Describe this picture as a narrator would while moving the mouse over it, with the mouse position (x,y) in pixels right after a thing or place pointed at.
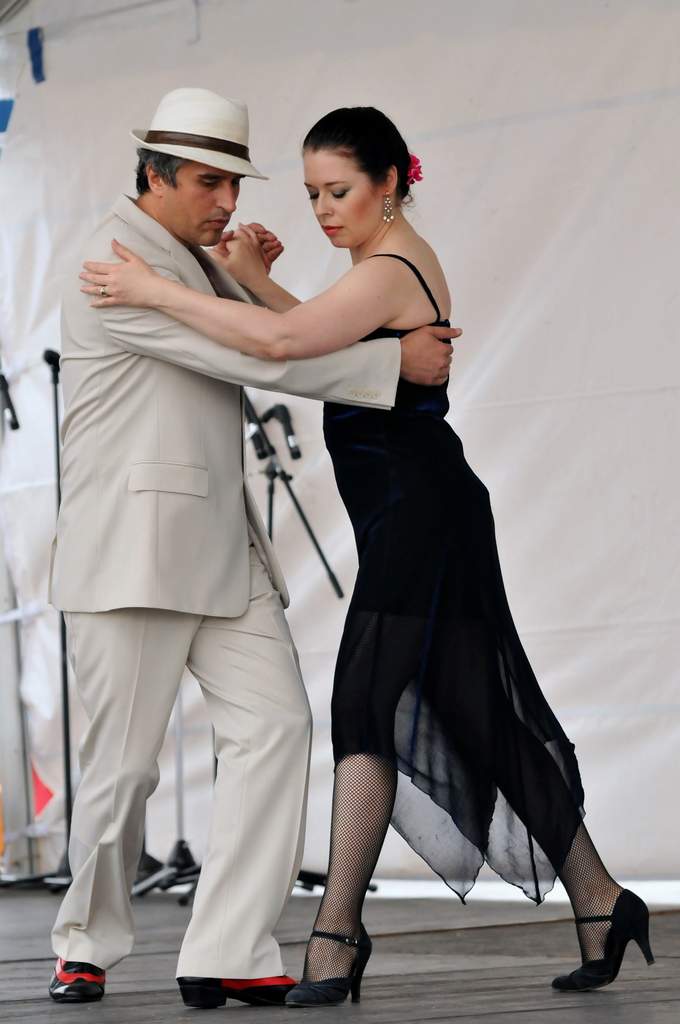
This image is taken indoors. In the background (535,479) there is a white cloth (24,369) and there are a few mics (264,440). At the bottom of the image (422,994) there is a wooden platform (153,994). In the middle of the image (234,373) a man (205,412) and a woman (392,551) are dancing on the wooden platform (145,973).
